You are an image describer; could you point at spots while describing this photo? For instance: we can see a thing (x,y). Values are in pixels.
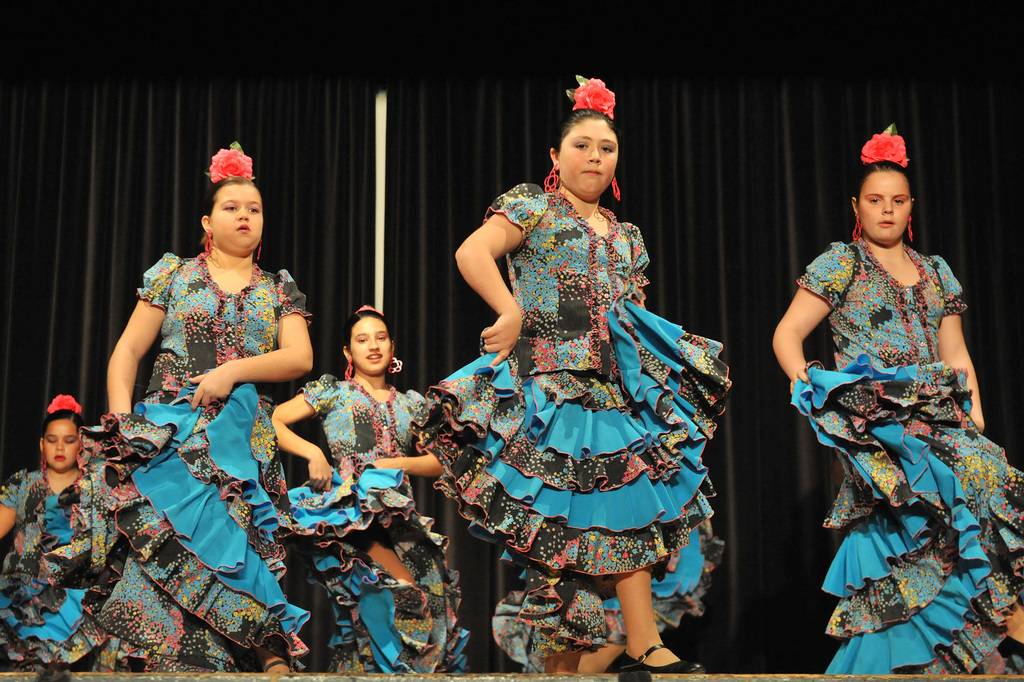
This picture shows few women (375,449) dancing on the dais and we see black color cloth (508,178) on the back (835,210). All the women (405,510) wore similar dresses (548,474).
